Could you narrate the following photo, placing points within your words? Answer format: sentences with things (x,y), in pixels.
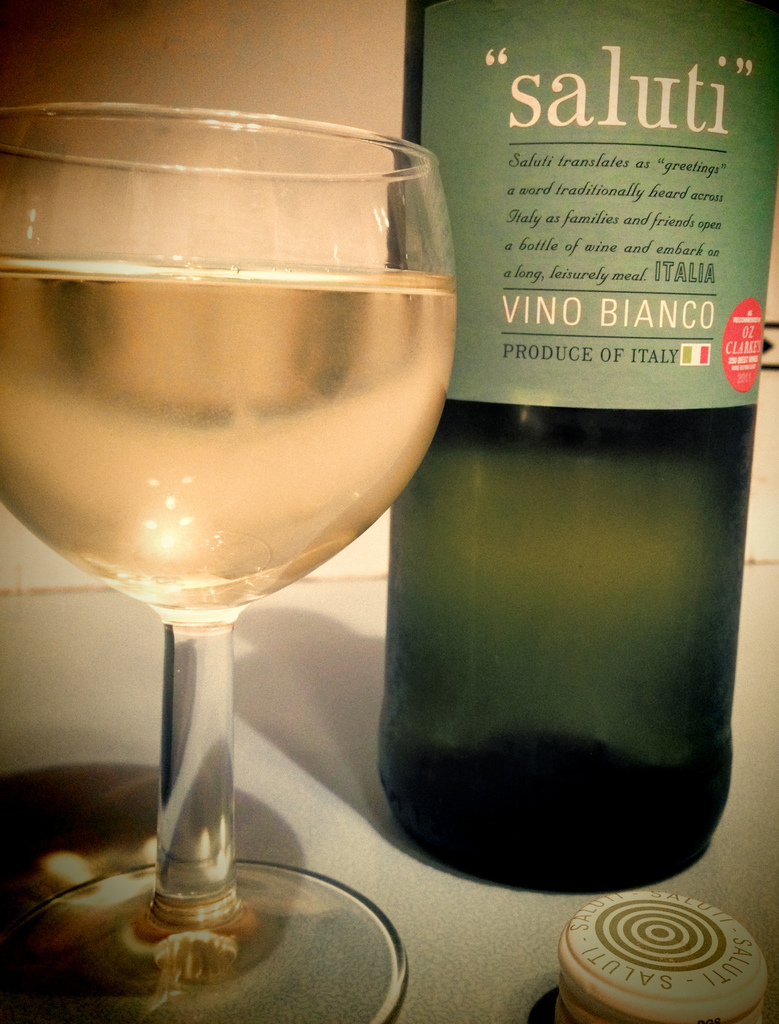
A wine bottle (468,40) along with a wine glass (165,518).
